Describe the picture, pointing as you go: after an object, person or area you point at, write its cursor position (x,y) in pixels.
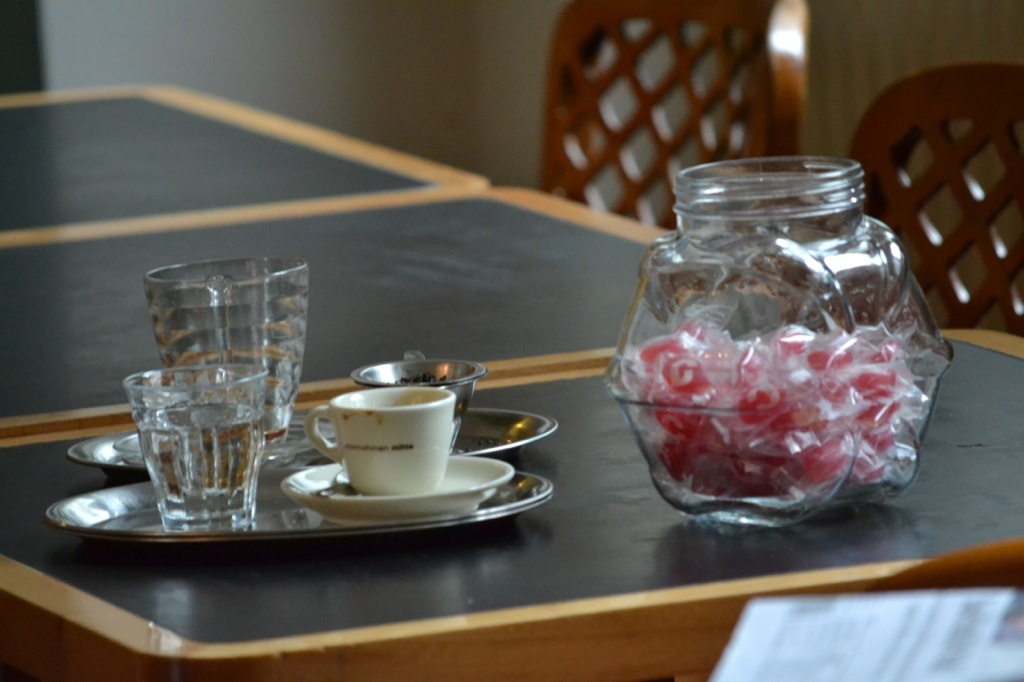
There is a table (601,542) in this picture on which some cups (403,476), saucers (401,506), glasses (239,450) and jars (722,364) were placed on the table (405,534). In the background (664,121) there are some chairs (700,108) and a wall (404,83) here.
